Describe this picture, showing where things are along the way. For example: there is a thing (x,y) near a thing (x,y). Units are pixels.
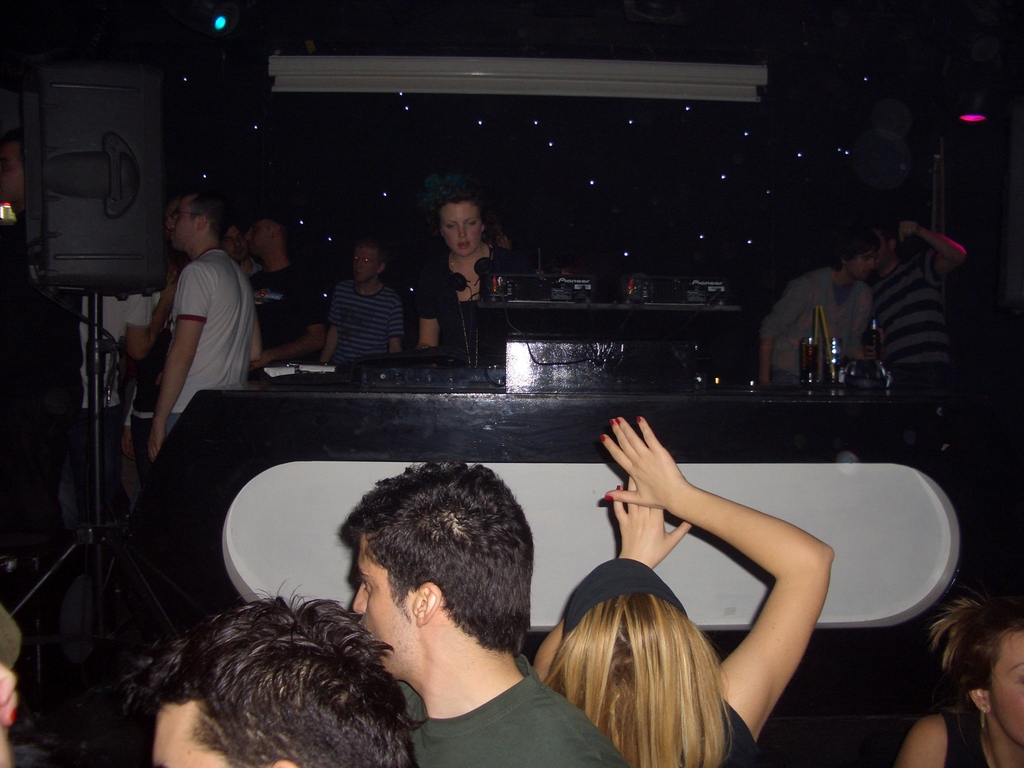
In front of the image there are a few people (395,614), in front of them on the table (684,414) there are some objects (436,375), behind the table (866,396) there are a few other people (374,281) standing, beside them there are speakers (89,151), behind them there is a screen (576,160).
